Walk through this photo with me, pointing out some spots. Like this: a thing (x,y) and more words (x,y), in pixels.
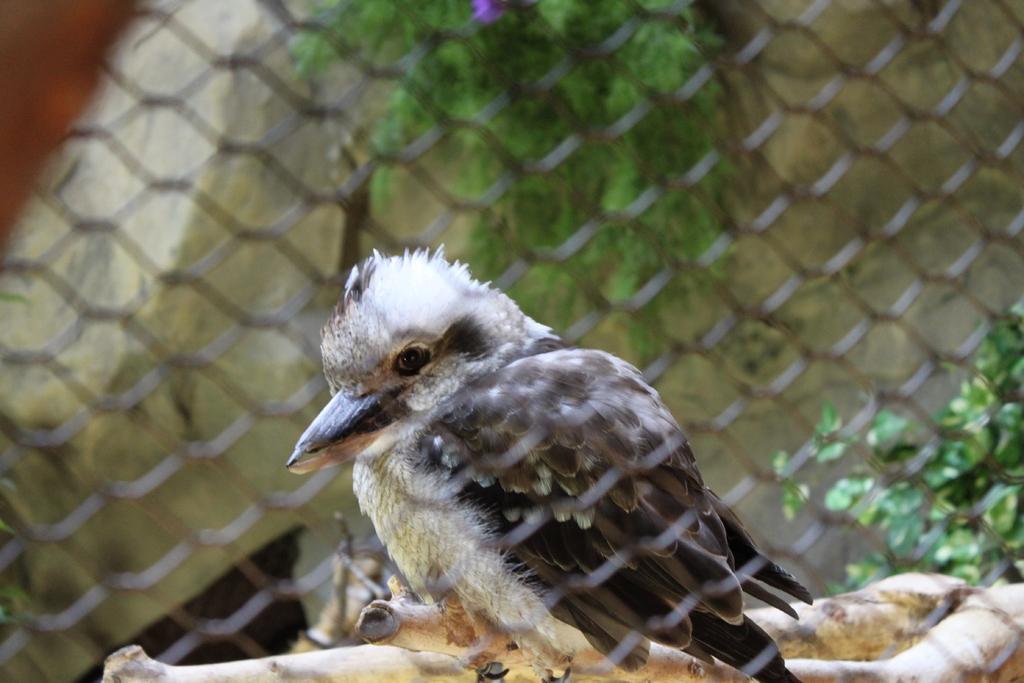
In the image there is net (186,177) in the front (759,664) and behind there is a bird (488,472) standing on the wooden block (715,664) and behind there are plants (1017,527).
